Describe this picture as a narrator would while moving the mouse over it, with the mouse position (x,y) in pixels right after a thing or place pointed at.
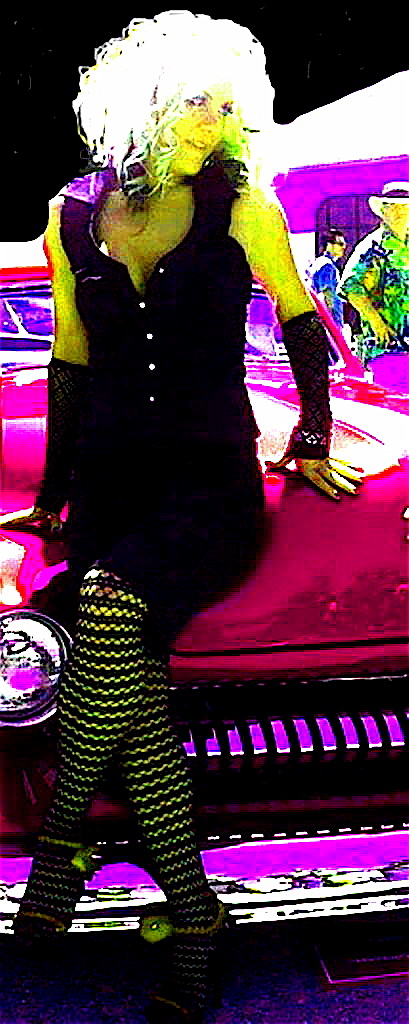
In the middle of this image (161,495), there is a woman (201,259) in a black color dress (137,398), sitting on a vehicle (278,491). In the background (391,279), there are other persons (361,307) and a building (373,192). And the background (369,6) is dark in color.
